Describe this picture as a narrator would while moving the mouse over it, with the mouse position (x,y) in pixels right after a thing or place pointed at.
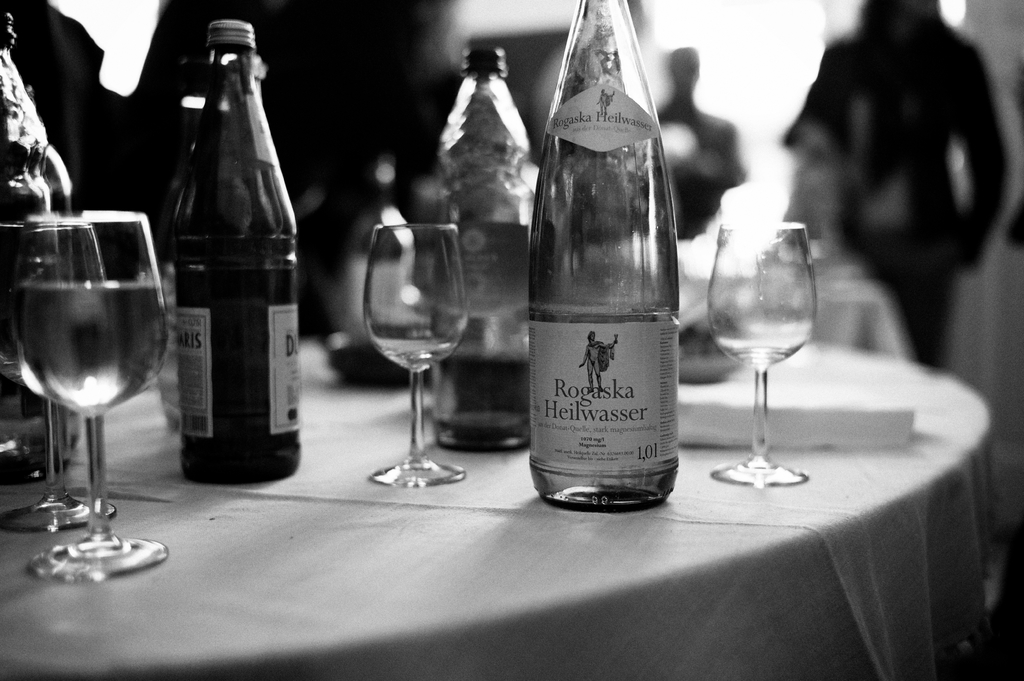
Bottom left side of the image (216,576) there is a table (821,473) on the table (821,473) there is a cloth (210,639) and glasses (800,320) and bottles (657,389). Top right side of the image (880,58) there is a person (827,136) standing.
